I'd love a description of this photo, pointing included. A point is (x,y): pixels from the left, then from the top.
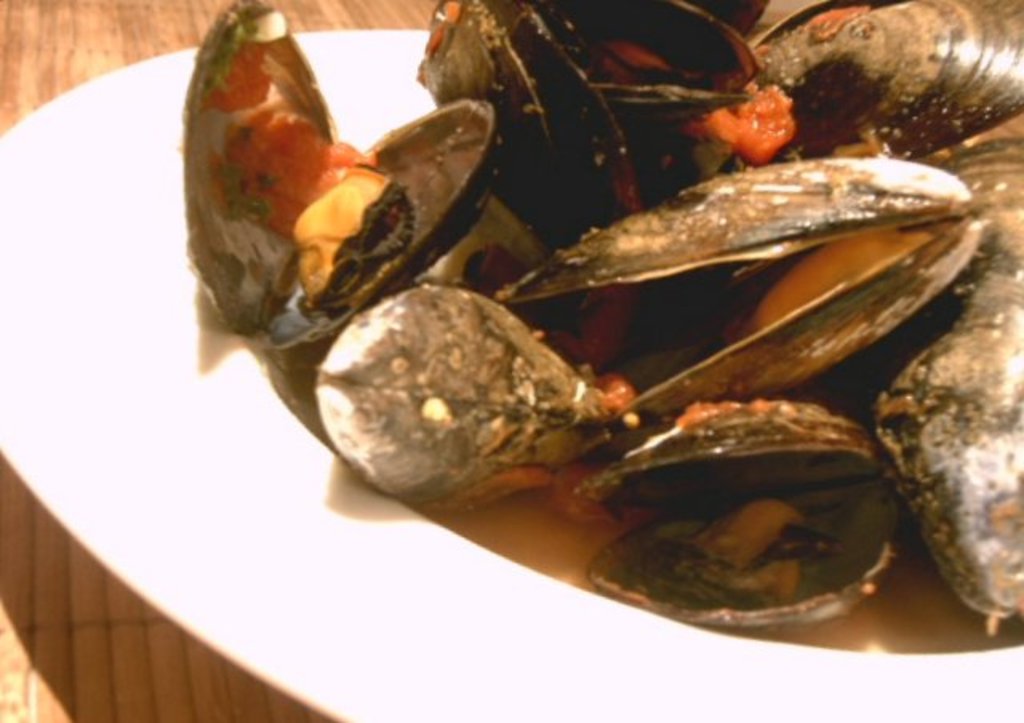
In this image we can see seashells (758,559) in a plate (278,490) on a platform (128,13).
